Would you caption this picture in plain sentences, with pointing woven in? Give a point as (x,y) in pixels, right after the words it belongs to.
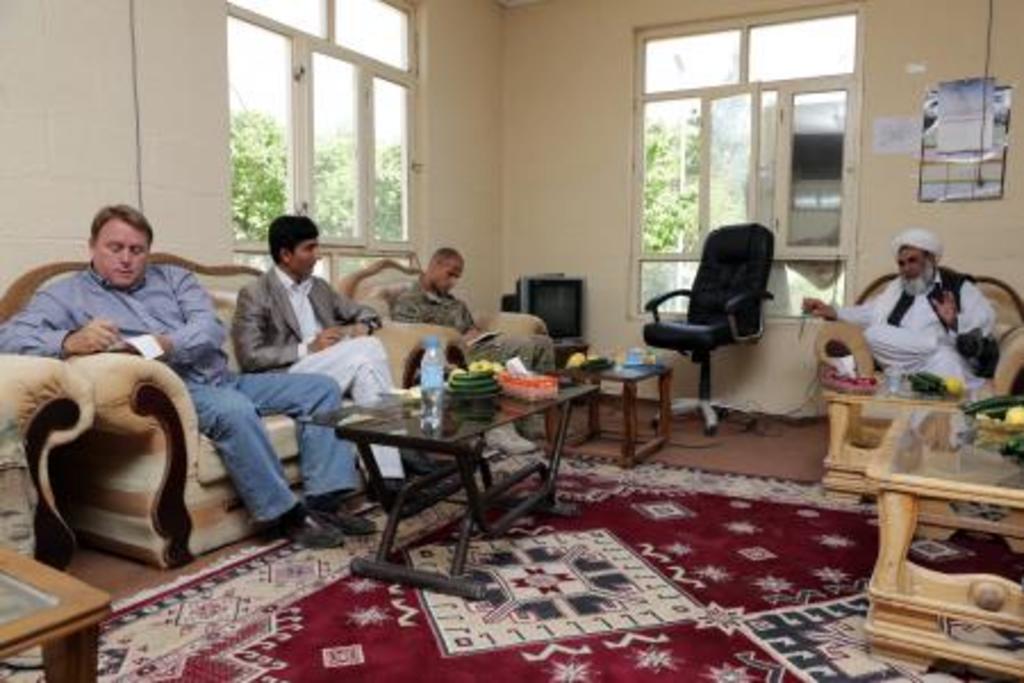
Here we can see a group of people (315,259) are sitting on the chair (230,302) and writing, and in front (536,387) here is the table (528,398) and bottle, and some other objects (551,382) on it, and here is the carpet (709,532) on the floor (750,570), and at back (267,166) here is the window (313,160) and here is the tree (248,161).
